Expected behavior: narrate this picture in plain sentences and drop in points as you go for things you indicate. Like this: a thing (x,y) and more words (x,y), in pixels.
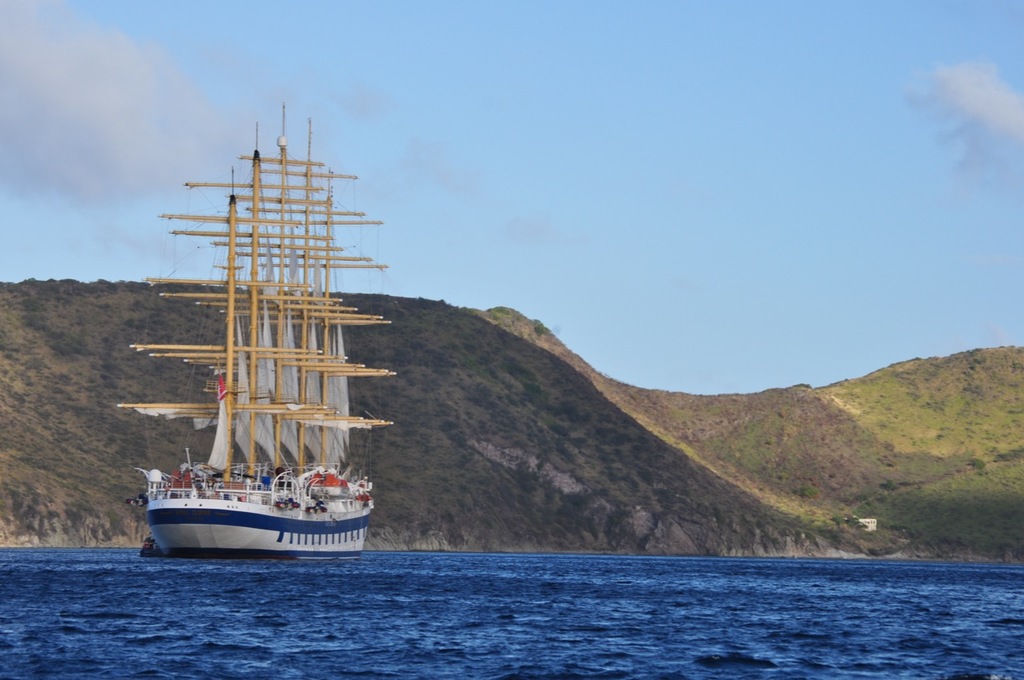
In this picture we can see water (685,614) at the bottom (668,605), on the left side (337,500) there is a ship (337,500), in the background (373,480) we can see grass (719,454) and a hill (560,385), there is the sky (560,253) at the top of the picture (542,76).
